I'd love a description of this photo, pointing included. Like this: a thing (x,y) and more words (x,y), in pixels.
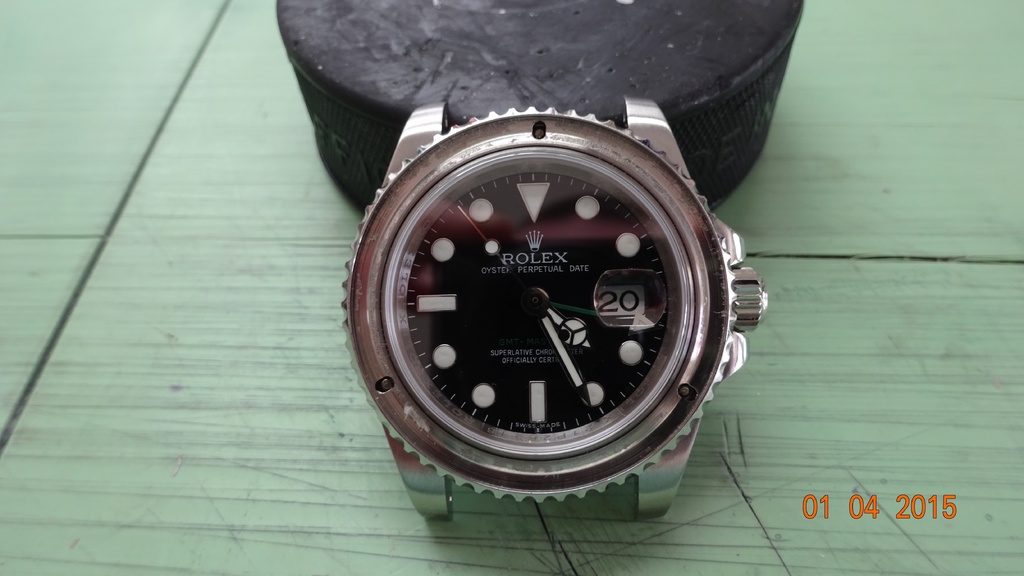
Here we can see a watch (525,397) on a platform (255,403).
